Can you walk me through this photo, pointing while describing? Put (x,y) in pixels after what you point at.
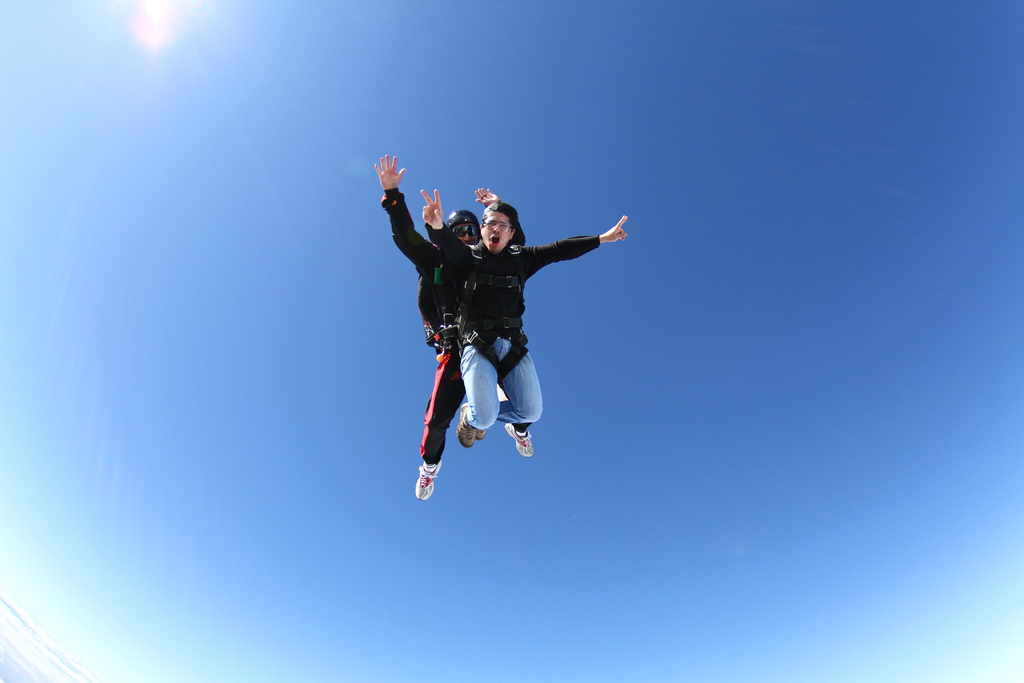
In this picture, we can see there are two people (445,305) in the air and behind the people (484,289) there is a sky (649,158).
